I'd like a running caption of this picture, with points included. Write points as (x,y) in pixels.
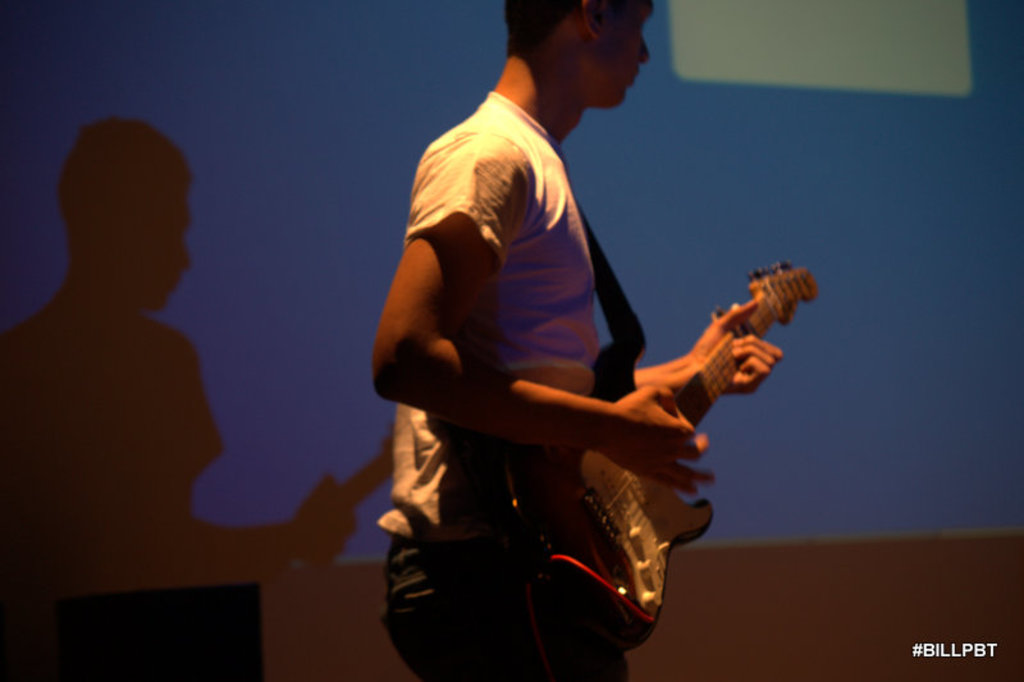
One person (700,474) is present in the picture where he is playing a guitar (604,536) and wearing a white t-shirt (501,167) and jeans (467,616) and behind him there is one screen (689,134).
